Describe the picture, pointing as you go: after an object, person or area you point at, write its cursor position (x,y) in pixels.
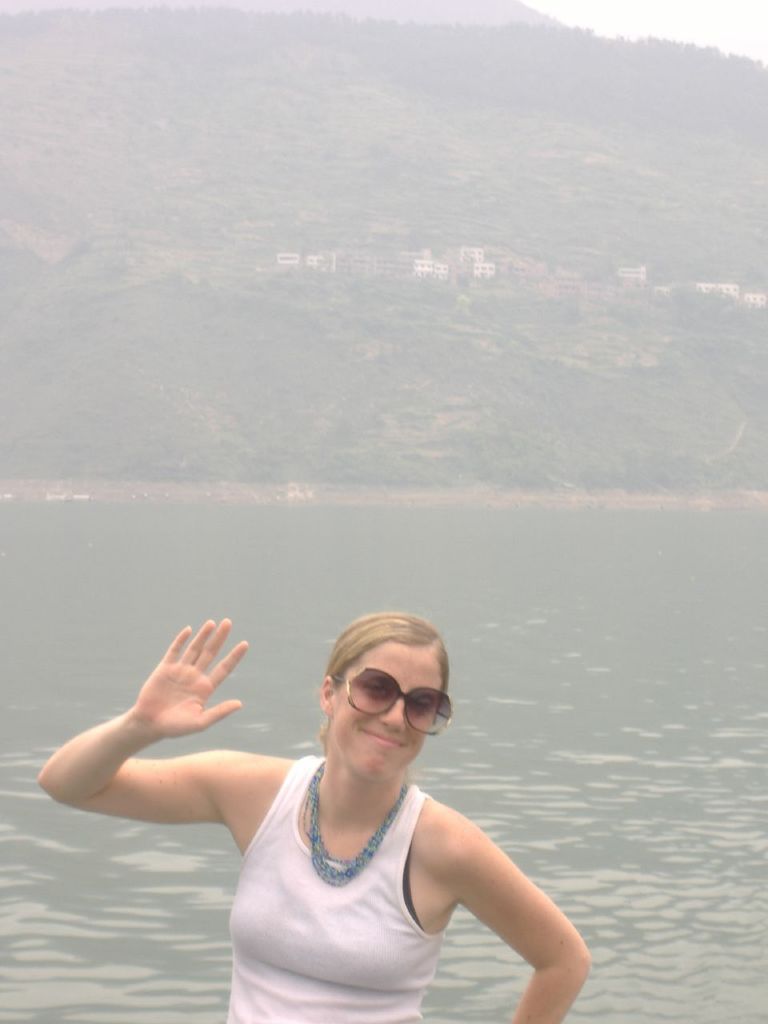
This image is taken outdoors. At the bottom of the image (562,813) there is a river (92,722) with water (559,719). In the middle of the image (407,652) there is a woman (349,727) and she is with a smiling face (343,714). In the background (323,314) there is a hill (436,35). There are many trees (283,358) and plants (254,140) on the ground (621,98). There are few houses (287,257). At the top right of the image (666,21) there is the sky (718,43).
